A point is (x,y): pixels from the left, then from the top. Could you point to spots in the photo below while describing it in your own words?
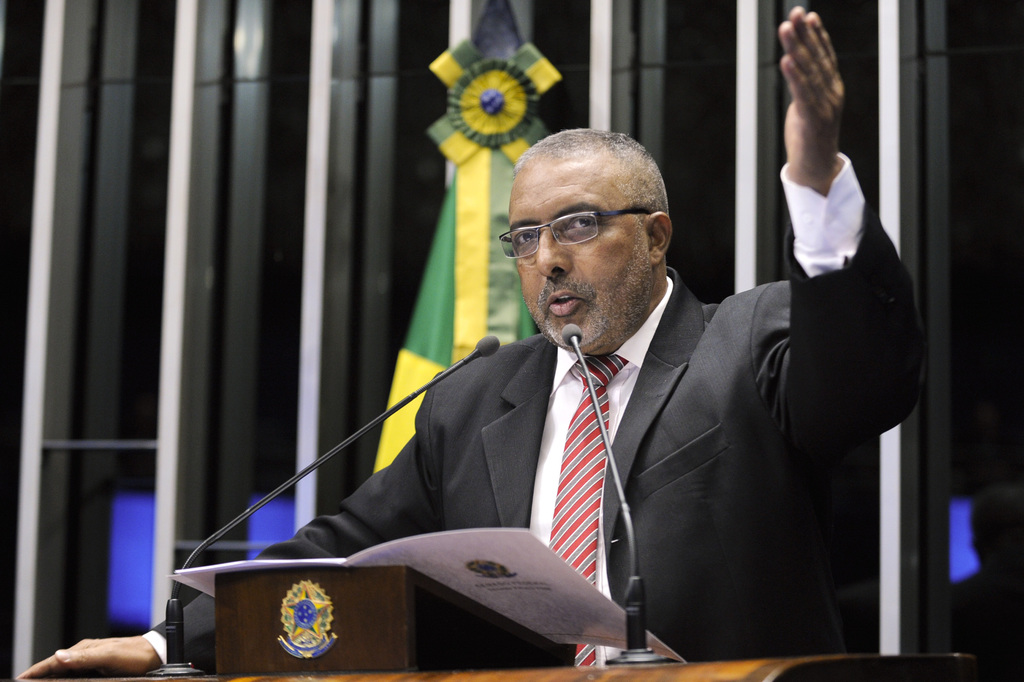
In this image I can see a person (727,503) wearing black blazer (705,477) and white shirt (610,430) is standing behind the podium (820,676) and on the podium (782,673) I can see few microphones (632,625) and a book (444,569). I can see the flag (492,293) and the black and white colored background (405,185).
